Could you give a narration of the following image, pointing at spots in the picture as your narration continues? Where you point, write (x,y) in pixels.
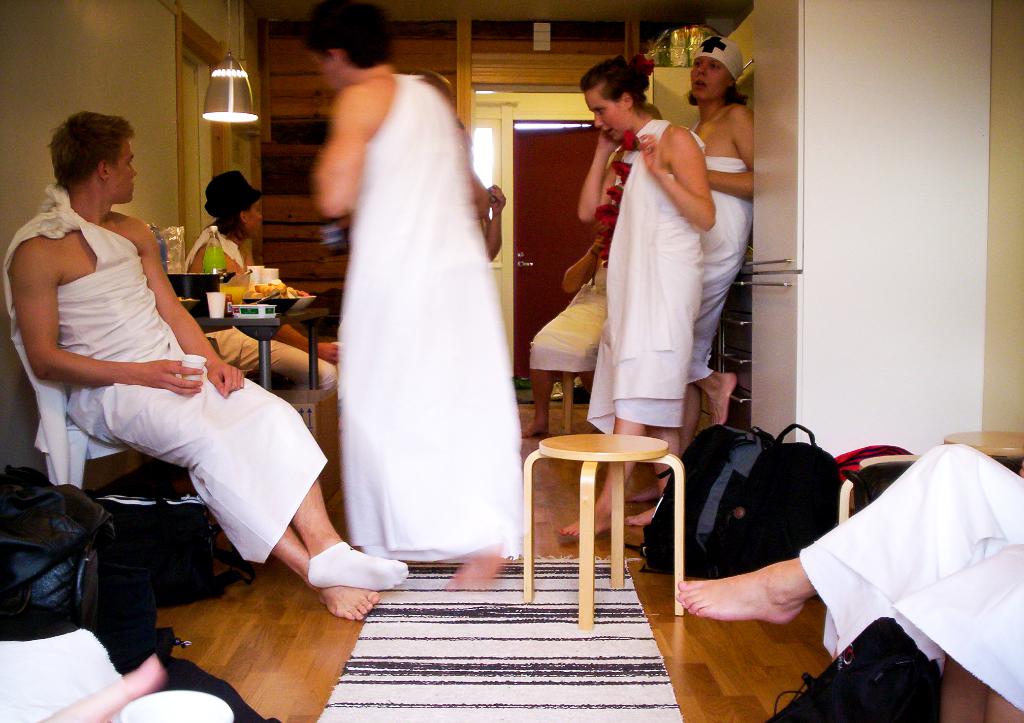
There are few people (353,264) standing and few people (938,603) sitting. This is the wooden stool (591,497). This looks like a floor mat (532,660). These are the bags (794,511). This looks like a table (264,327) with bowls (289,303), bottle (215,258), glass (224,298) and few other things (246,314) on it. I can see a lamp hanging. This is the door (531,282) with a door handle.
